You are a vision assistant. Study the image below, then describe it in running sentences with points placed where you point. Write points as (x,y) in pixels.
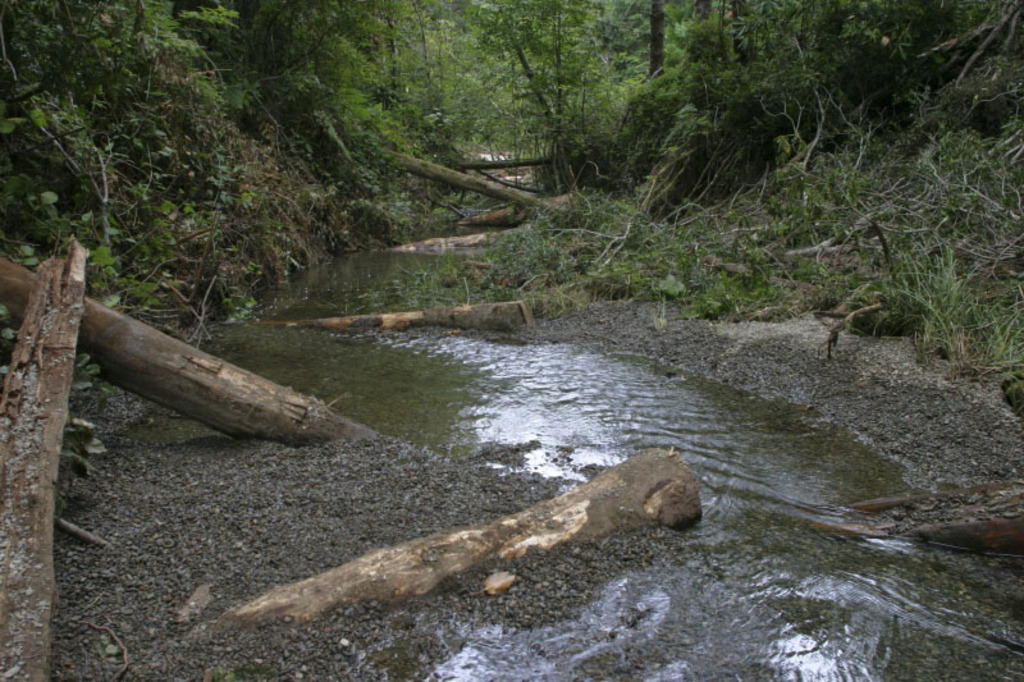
In this image we can see water (351,402), tree-trunks (148,382) and in the background of the image (412,103) there are some trees (442,104).
